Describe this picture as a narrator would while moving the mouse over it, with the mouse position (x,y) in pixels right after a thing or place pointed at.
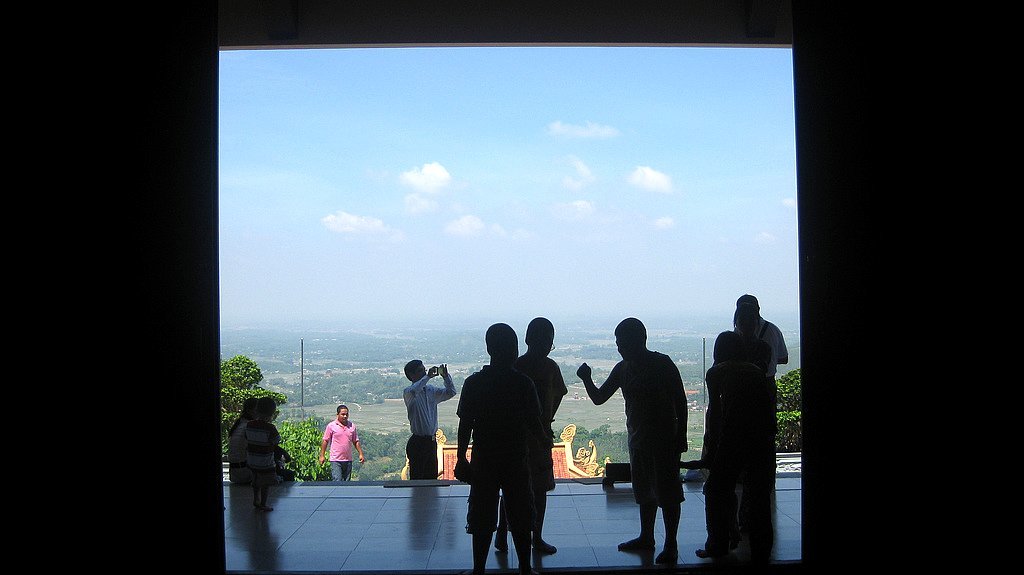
In this picture there are children (625,347) in the center of the image (542,383) and there are other people (240,440) on the left side of the image (333,440), there is a man (413,377) who is standing on the left side of the image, he is taking a photo and there are trees (229,365) and grassland (604,418) in the background area of the image (294,386).
